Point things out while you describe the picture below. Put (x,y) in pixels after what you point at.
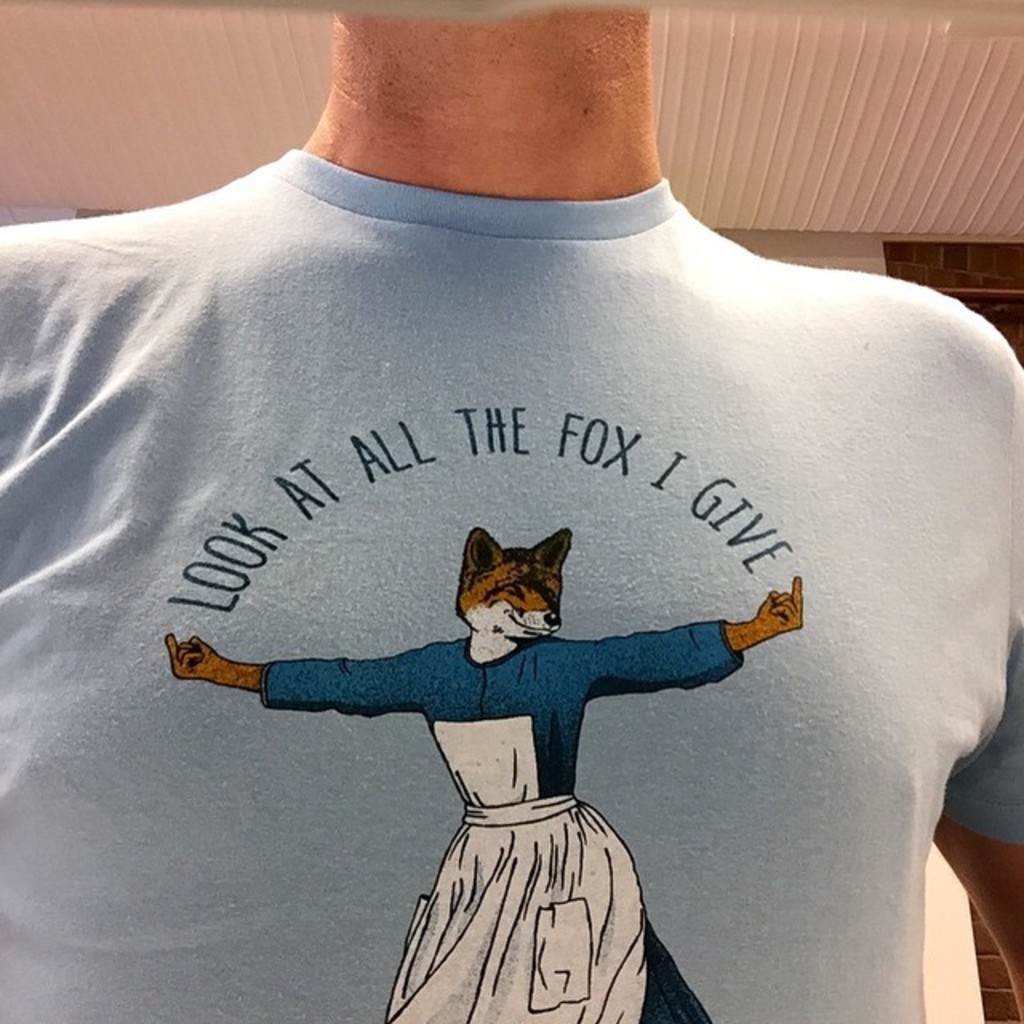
In this image we can see a person (779,333) wearing a t shirt (623,424) on which we can see a picture (478,782) and some text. In the background (957,955), we can see wall (1019,257) and the ceiling (1011,205).
